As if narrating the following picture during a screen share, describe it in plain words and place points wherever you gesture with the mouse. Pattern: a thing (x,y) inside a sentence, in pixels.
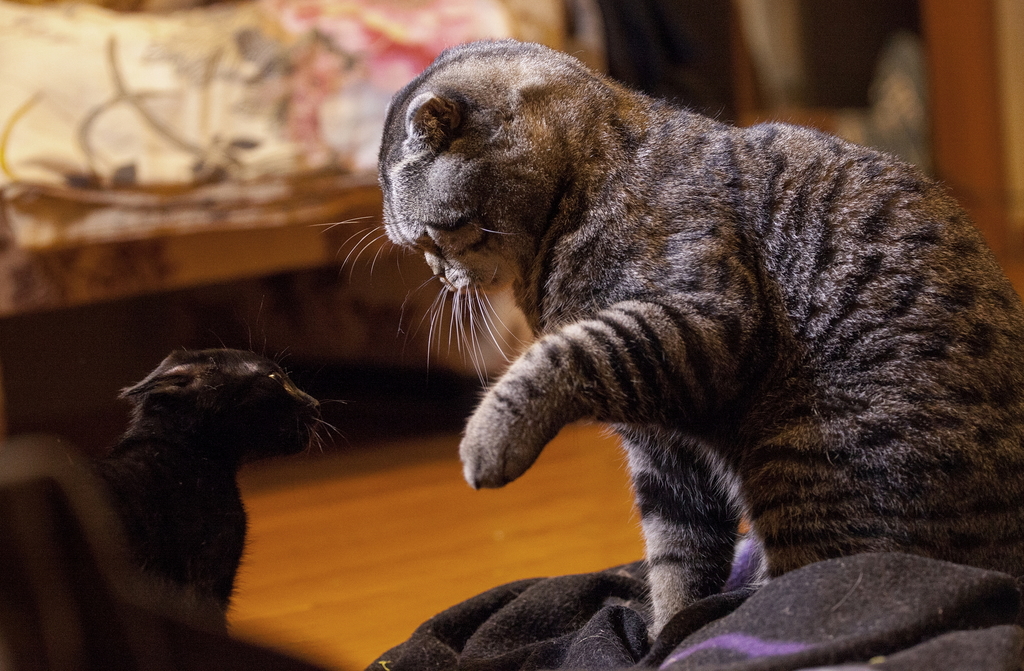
In this image in the foreground (990,288) there are two cats (194,527), at the bottom (548,619) there is blanket (941,619) and in the background (278,203) there is some object (286,252) and there is a blurry background (992,87). At the bottom (375,508) there is floor (395,531).
